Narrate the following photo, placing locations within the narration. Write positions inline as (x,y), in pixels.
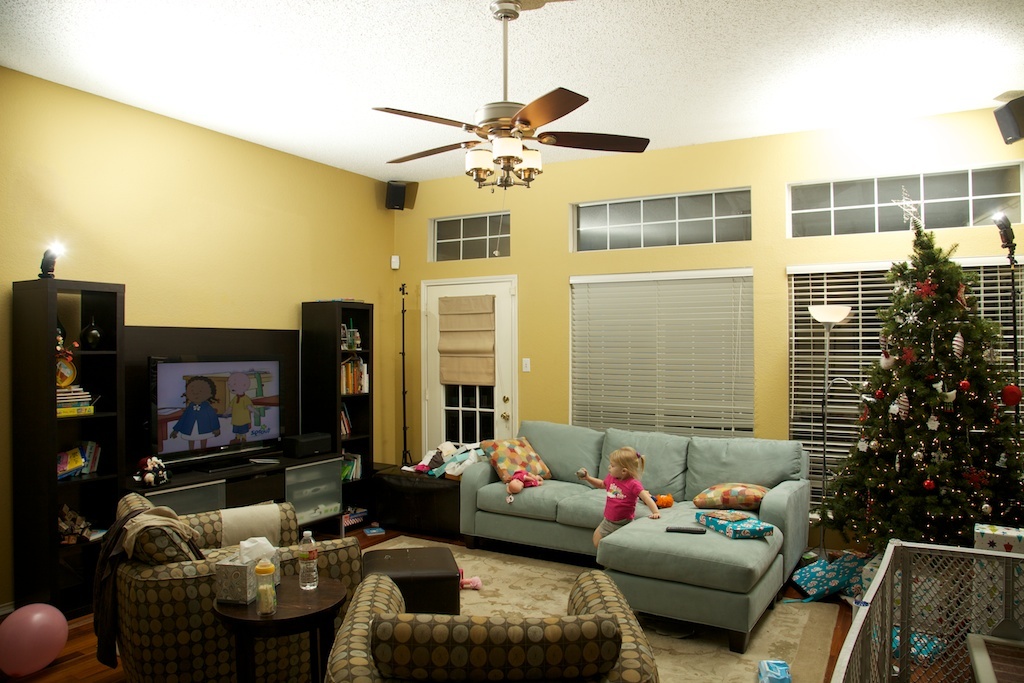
In this picture we can see chairs (150,603), bottles (267,593), stool (261,627), tissue paper (260,548), box (231,591), television (215,430), toys (140,479), books (61,398) in racks (327,390), sofa (561,458) with pillows (729,494), box (713,523), toys (510,478), remote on it, Christmas tree (886,436) with decorative items (960,356) on it, lamp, fan (503,105) and some objects (866,682) and a girl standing on the floor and in the background (324,241) we can see windows (685,276) with curtains (475,355), walls (519,394), speakers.
